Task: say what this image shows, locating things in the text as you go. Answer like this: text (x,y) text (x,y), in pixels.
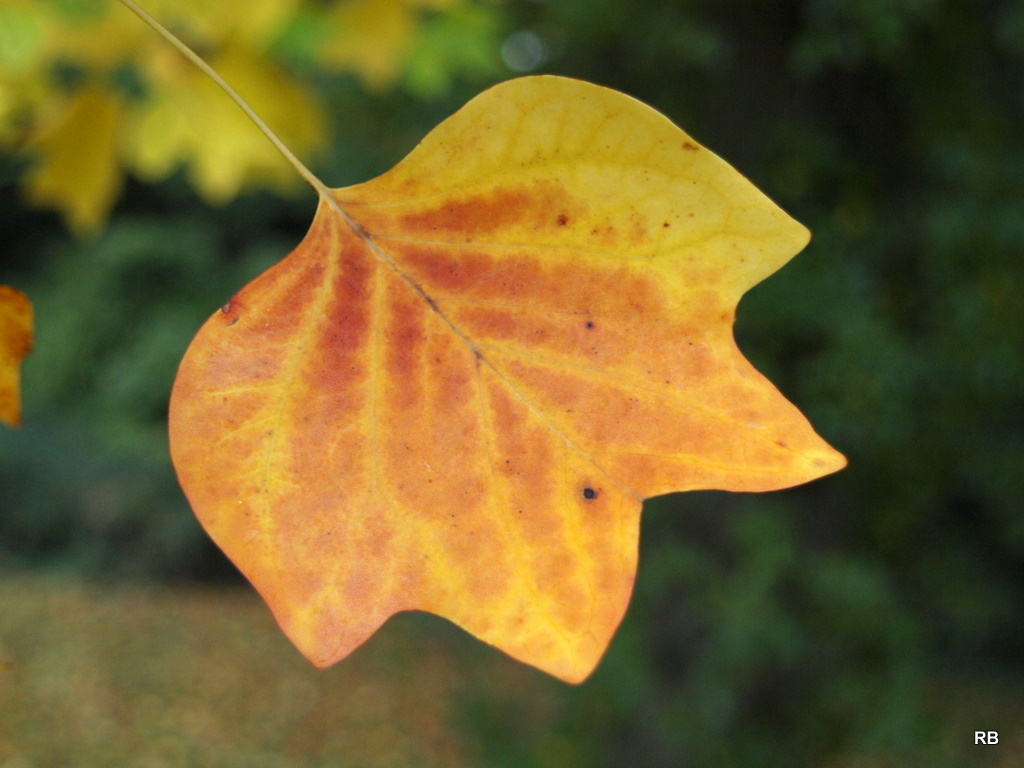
In the center of the image (469,298) we can see a leaf (491,519). In the background (635,588) there are plants (262,189).
